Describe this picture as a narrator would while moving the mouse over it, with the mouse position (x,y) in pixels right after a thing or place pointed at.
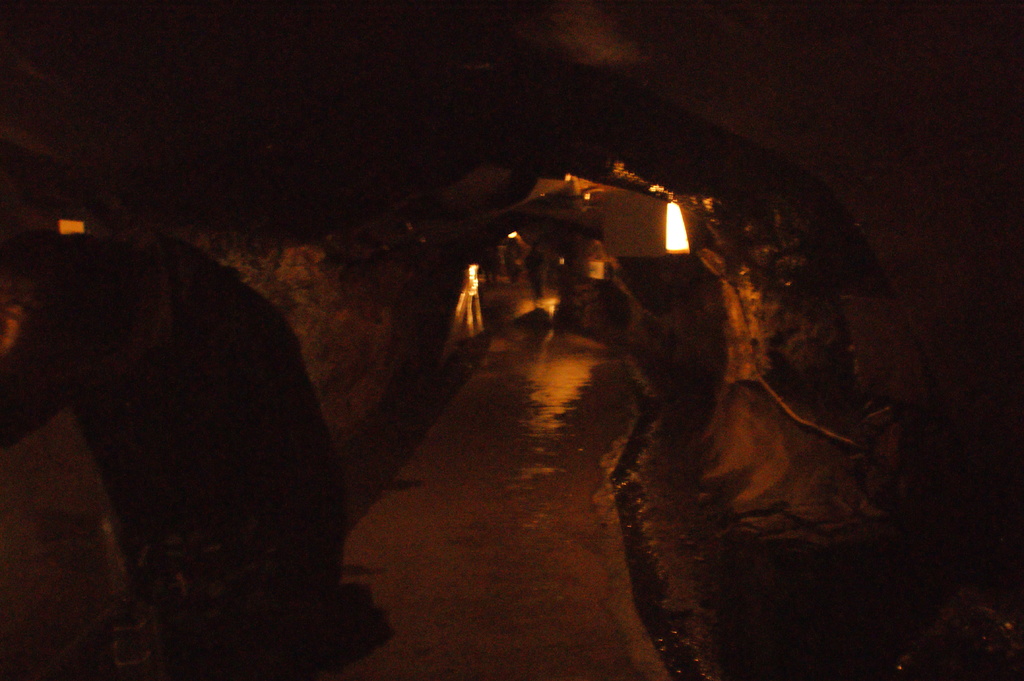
In this image, we can see the inside view of a cave (387,428). We can see the ground (472,465). We can also see some objects (157,668) and lights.
